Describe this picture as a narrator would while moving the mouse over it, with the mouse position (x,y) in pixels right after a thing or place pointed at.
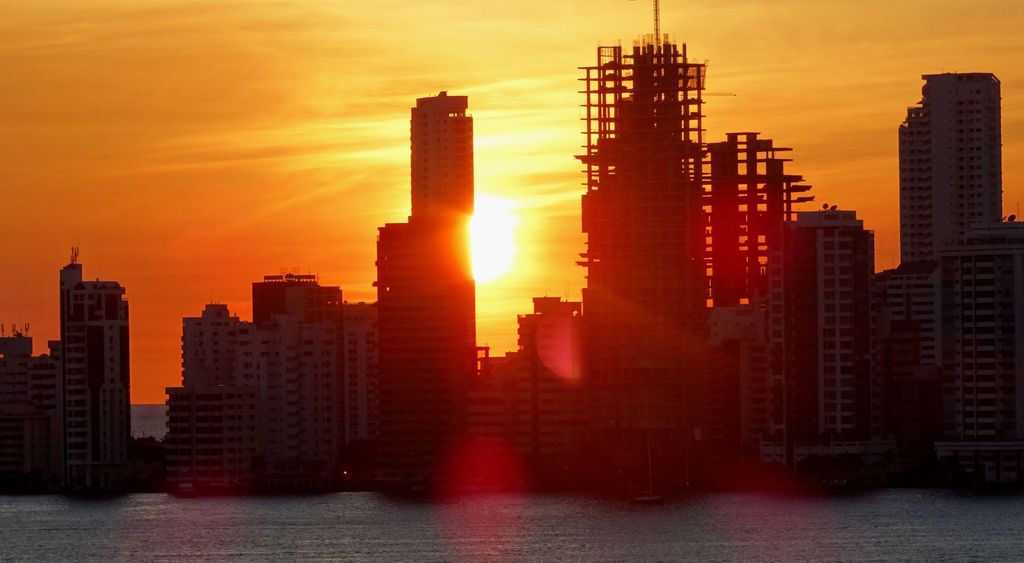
There is a sea (961,506) and in front of the sea (556,562) there are many tall buildings (570,324), behind the buildings (450,270) there is a beautiful sunrise (485,212).
